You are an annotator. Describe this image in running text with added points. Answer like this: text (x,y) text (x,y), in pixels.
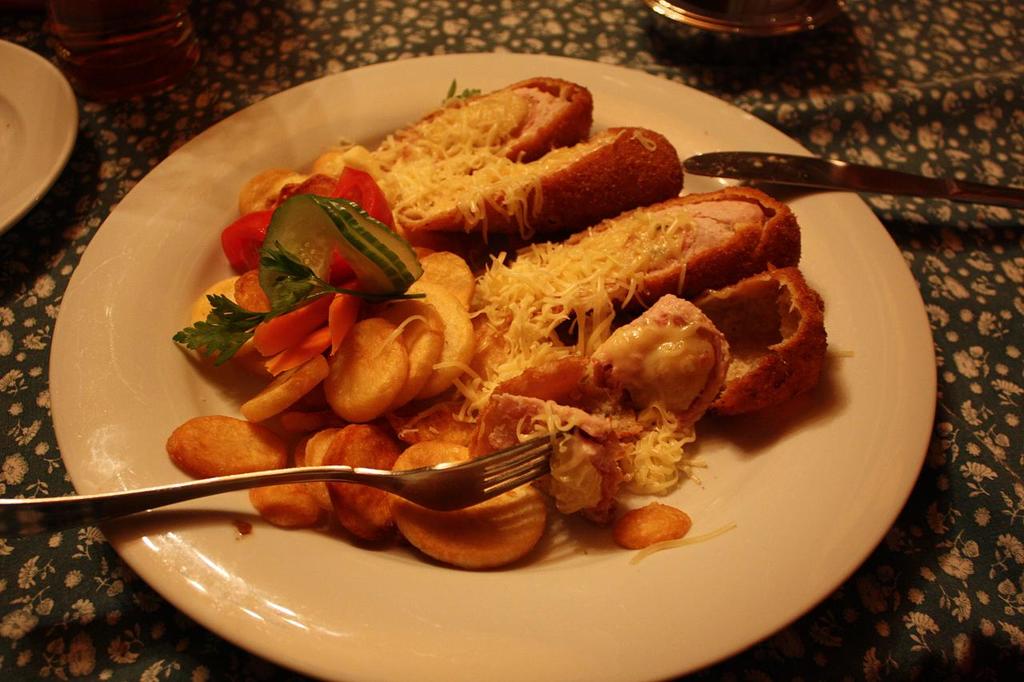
In this image I can see a fork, food item (490,321) and other object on a white color plate (397,558). I can also see some other objects (91,12) on a surface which is covered with a cloth (884,650).
